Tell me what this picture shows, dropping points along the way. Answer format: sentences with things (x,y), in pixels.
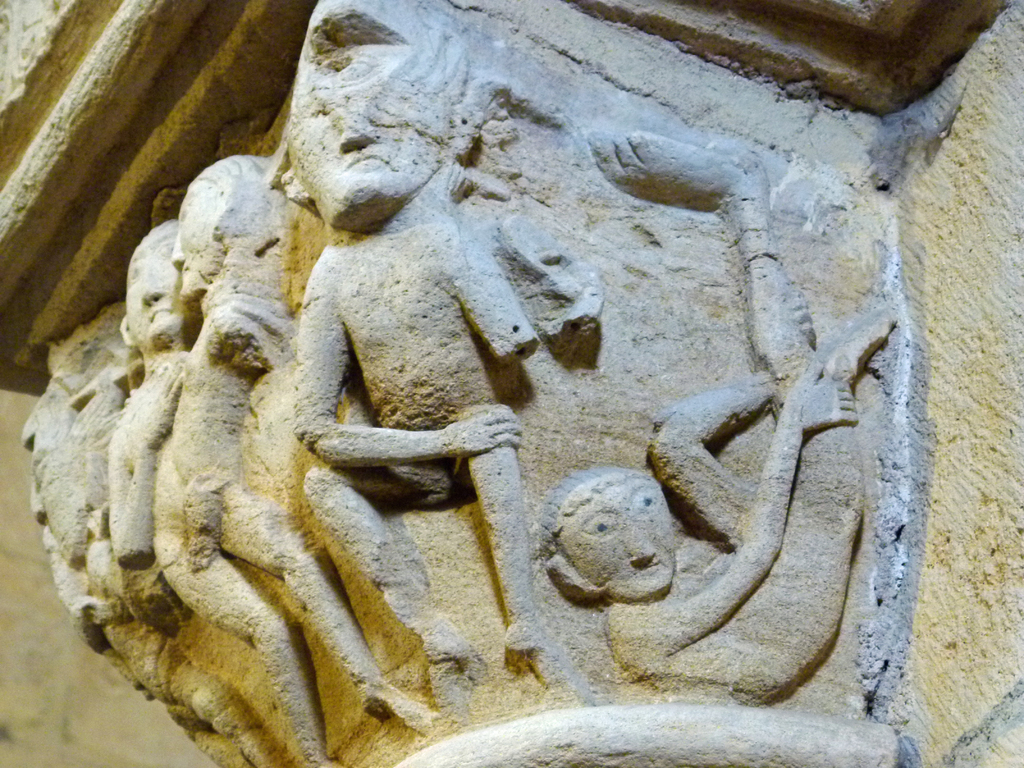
In the picture I can see sculptures (481,416) on the wall (535,427).
